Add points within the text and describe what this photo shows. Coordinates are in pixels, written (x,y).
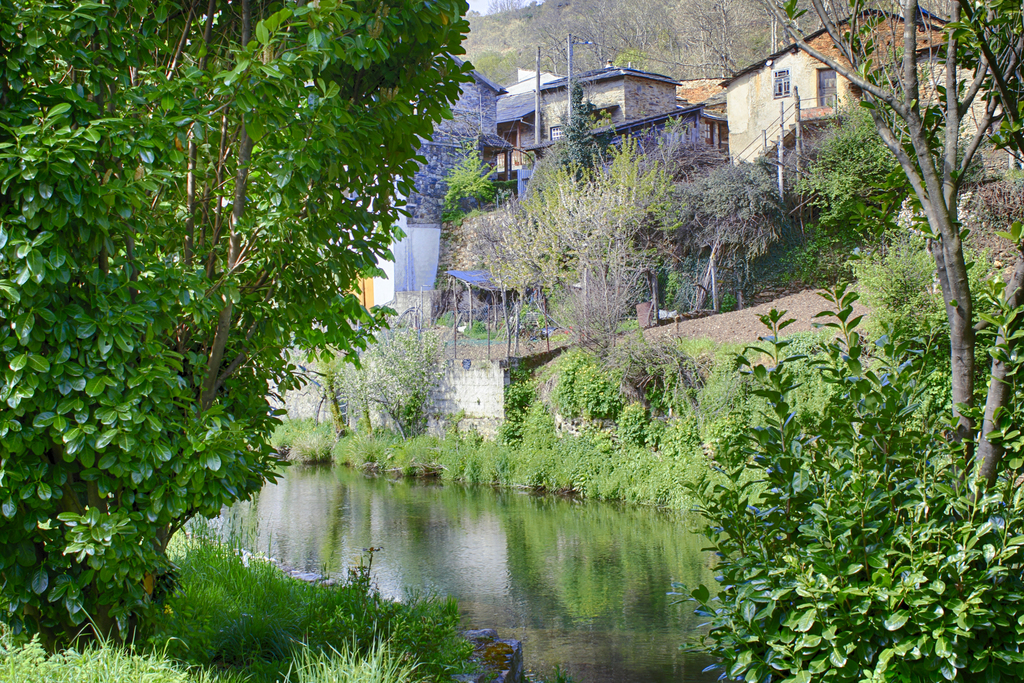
In the picture I can see trees (619,368), plants (879,463), the water (546,575) and the grass (311,615). In the background (658,113) I can see buildings (743,139), poles (538,144), fence (490,343) and some other objects (535,307).
